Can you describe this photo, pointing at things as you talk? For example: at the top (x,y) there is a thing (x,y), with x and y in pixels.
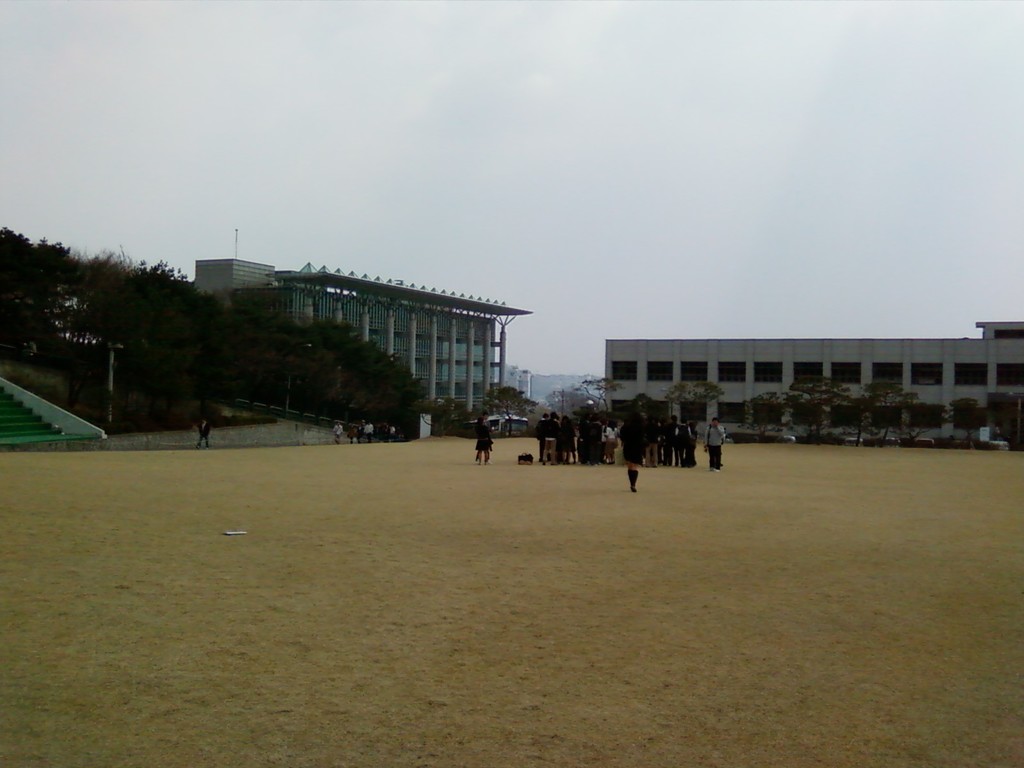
In this image there are people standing on the ground (588,562). On the left side of the image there are stairs (1,419). In the background of the image (182,390) there are trees (120,339), buildings (615,344) and sky (805,110).
